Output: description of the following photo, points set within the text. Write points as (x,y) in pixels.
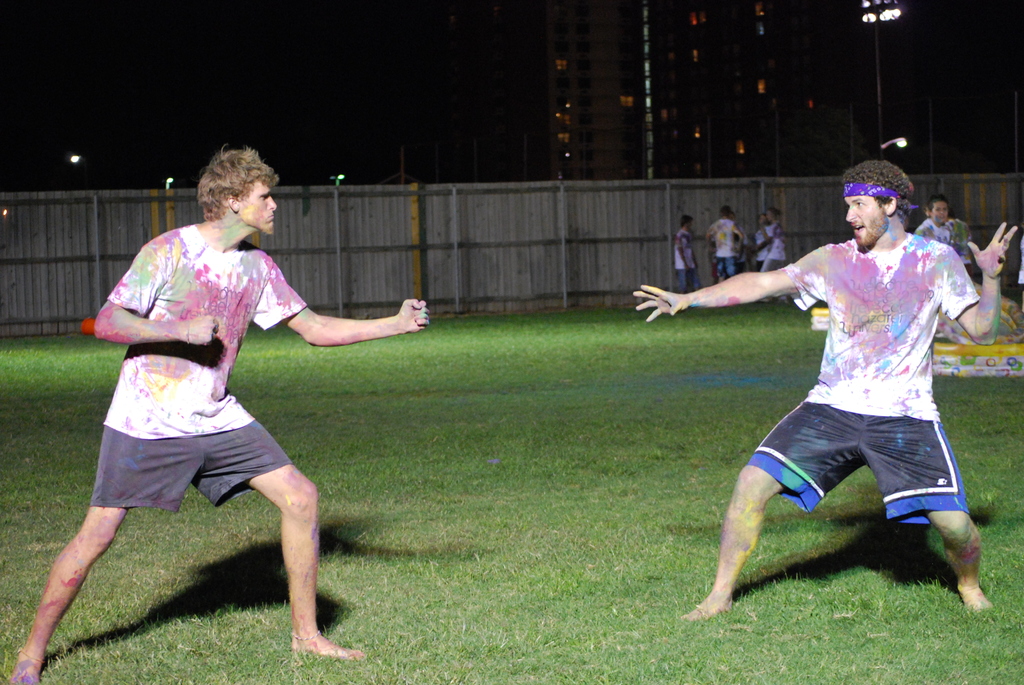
In this image there is grass (489,591) at the bottom (453,581). There is a person (307,513) on the left corner (293,544). There are people (959,548), objects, a pole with lights (867,16), and there are buildings (739,60) on the right side (730,78). There is fencing (813,236), it is dark in the background (329,104).
